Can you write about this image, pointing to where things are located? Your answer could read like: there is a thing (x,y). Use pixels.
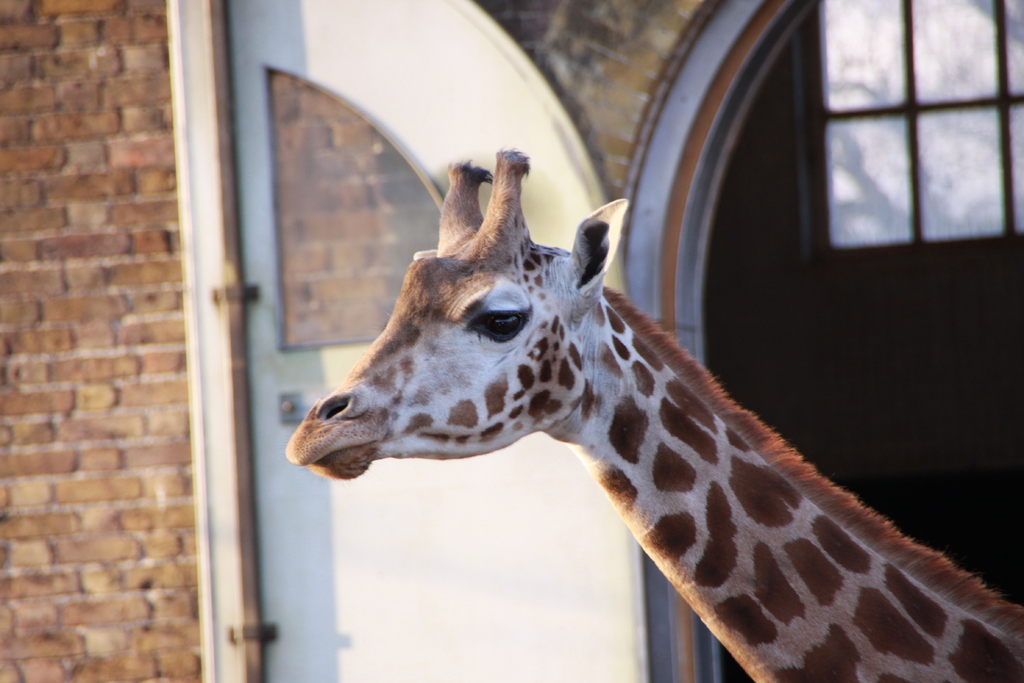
In this image we can see a giraffe (614,491). In the background (280,430) we can see doors (580,143) and walls (138,327).
